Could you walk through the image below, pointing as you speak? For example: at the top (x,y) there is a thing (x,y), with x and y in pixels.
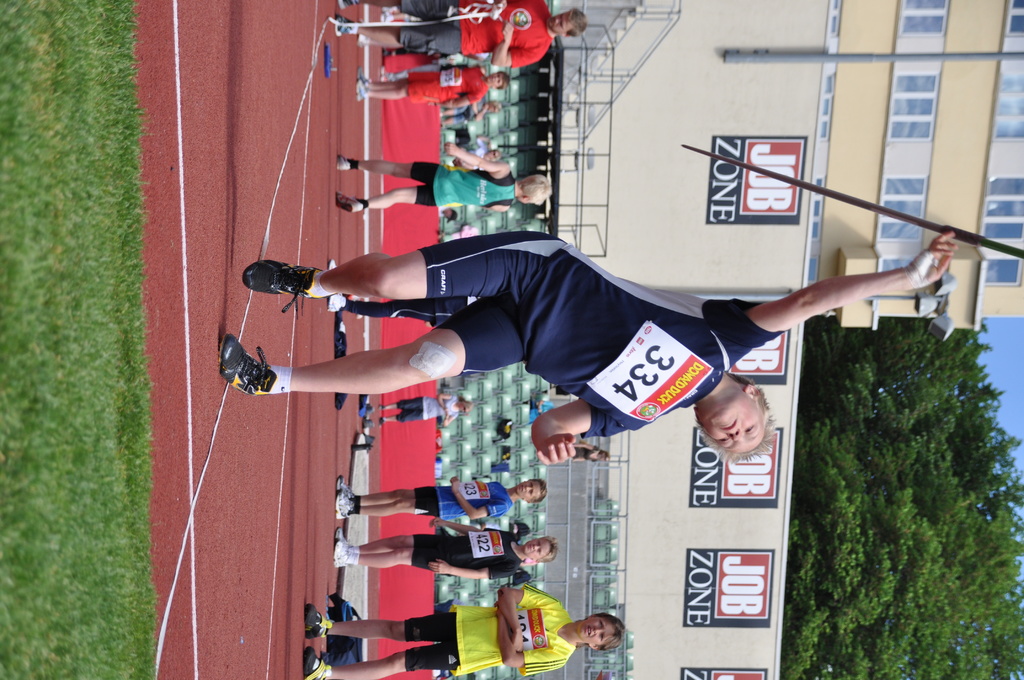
In the center of the picture (515,235) there is a person (782,313) throwing javelin throw (923,224). At the bottom (460,548) there are people (452,550) standing. On the left (22,269) there is grass (50,341). On the right (882,449) there are trees (847,363) and building (901,67). In the center of the background (466,31) there are persons (450,71) playing and there is staircase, wall (670,139) and boards (740,500).
